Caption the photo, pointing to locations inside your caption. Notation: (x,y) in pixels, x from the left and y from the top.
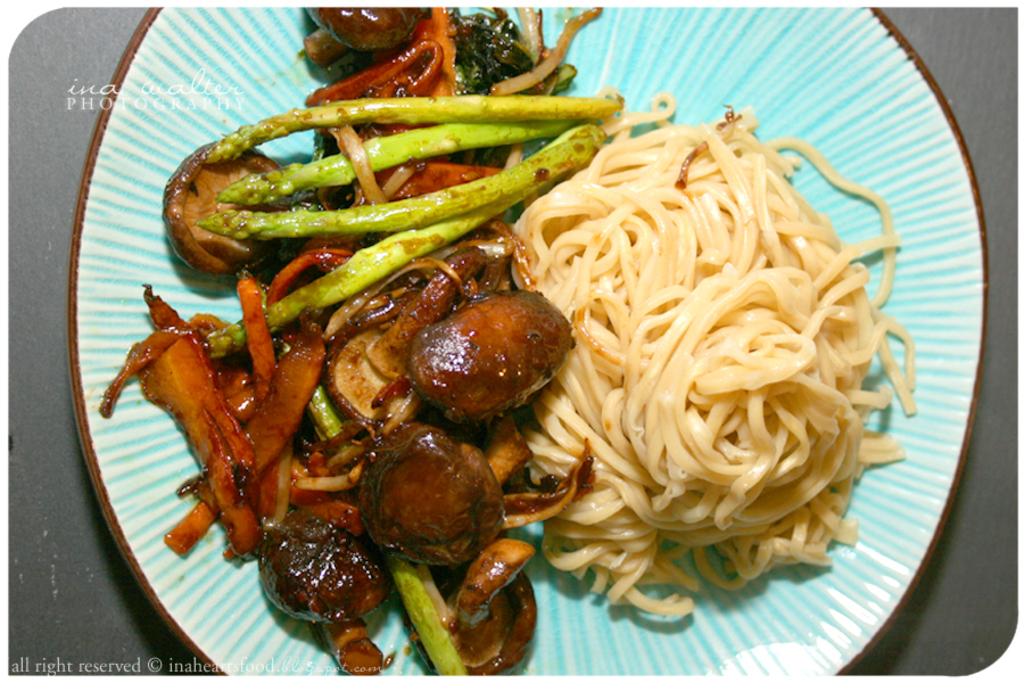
In this image we can see there is a plate (668,73) with some food items (579,317).
